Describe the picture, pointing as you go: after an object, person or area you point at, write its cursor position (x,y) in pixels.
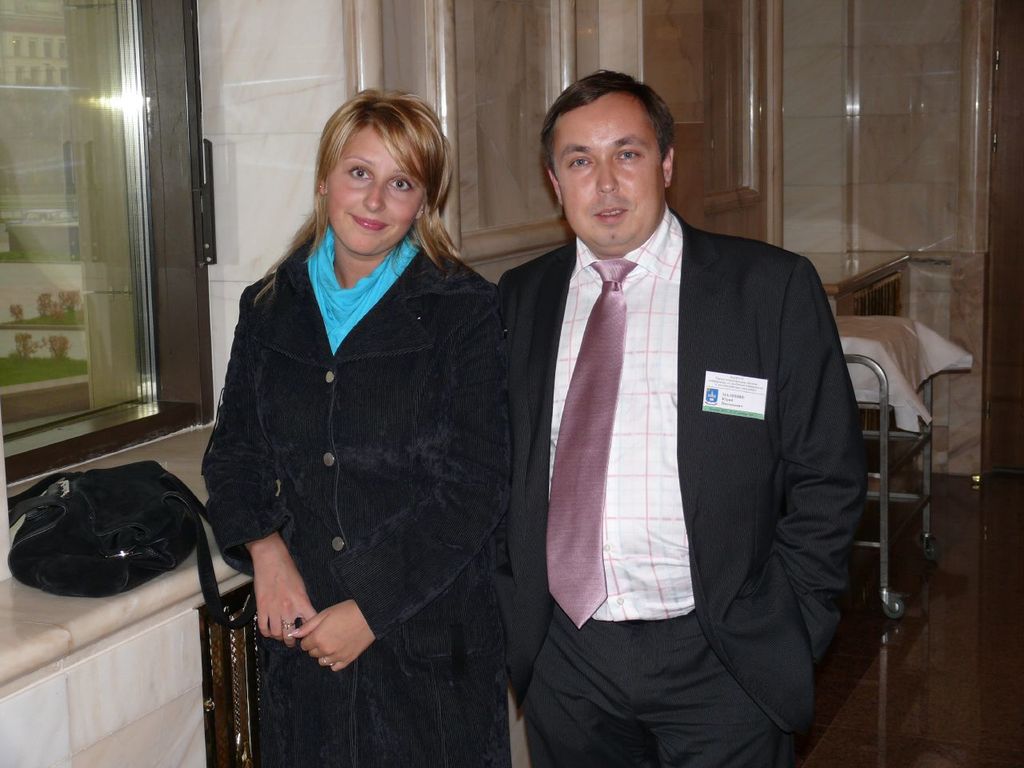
In the image we can see a man (662,527) and a woman (432,497) standing and they are wearing clothes (598,574). Behind them there is a bed (880,395). Here we can see a handbag (116,550), black in color. This is a floor (910,699) and a glass window (68,208).
